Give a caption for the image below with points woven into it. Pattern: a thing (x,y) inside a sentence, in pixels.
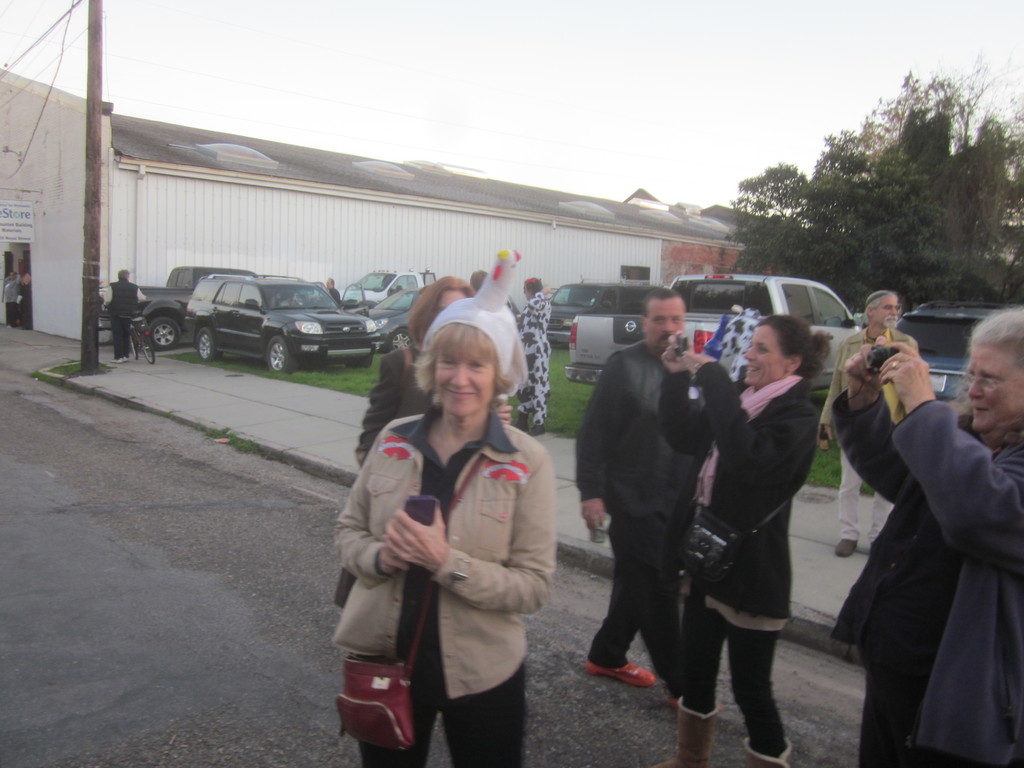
In this picture I can see a few people (502,402) standing on the surface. I can see a few people (723,433) holding the cameras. I can see green grass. I can see the vehicles (590,298) in the parking space (398,299). I can see trees (815,202). I can see clouds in the sky (526,104). I can see shed (261,204).
